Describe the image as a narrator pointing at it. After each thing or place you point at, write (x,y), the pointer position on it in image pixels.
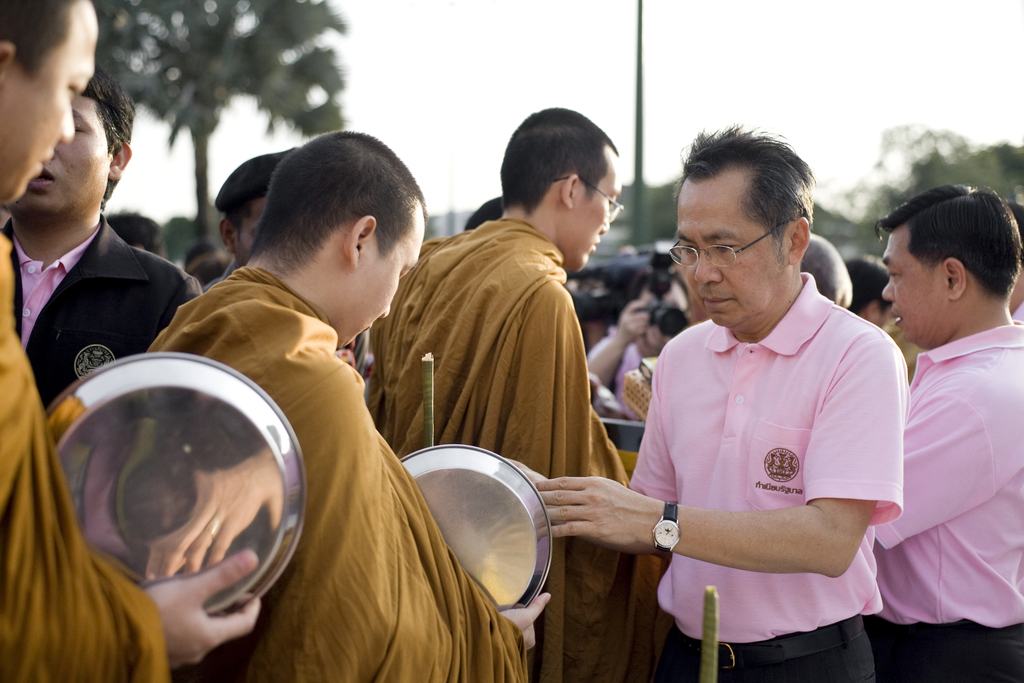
in the given picture i can see a group of people (90,202) standing and also i can see a person (627,329) who is taking a picture and they are three monks (540,249) and who are holding two plates (211,502) and one stick (429,410) and i can see a person (803,414) standing wearing pink color t shirt (771,382), wearing specs (719,264) and wearing watch (675,537) to his hand (590,527).
